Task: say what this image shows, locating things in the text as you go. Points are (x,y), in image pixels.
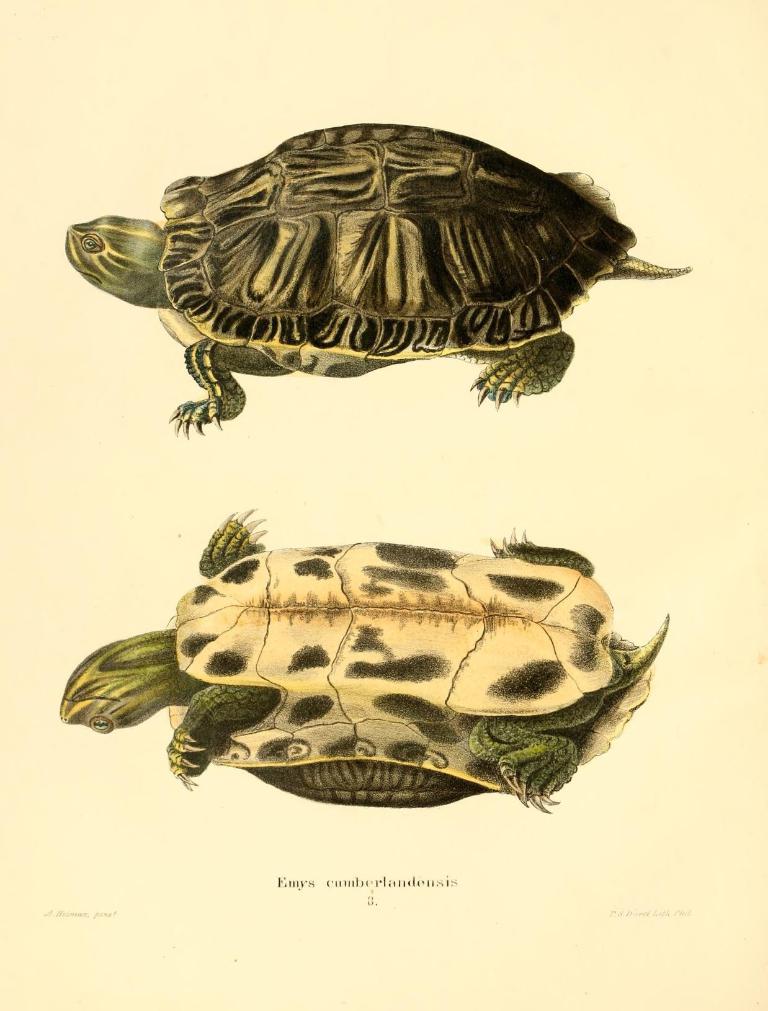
In this picture I can see the depiction of 2 turtles (491,266) and I see something is written on the bottom side of this picture (349,878).
